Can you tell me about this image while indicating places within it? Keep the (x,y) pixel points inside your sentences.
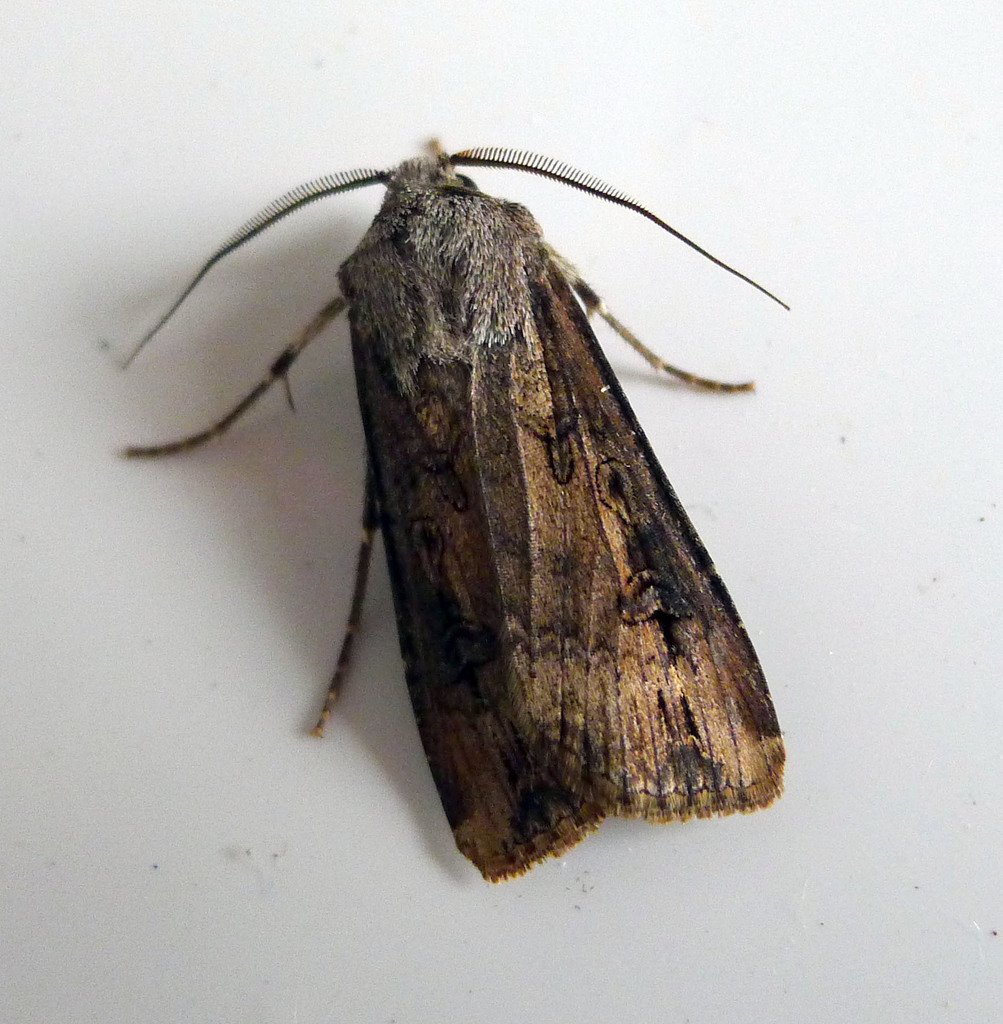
In this image, I can see an insect (664,759). There is a white background (218,866).
